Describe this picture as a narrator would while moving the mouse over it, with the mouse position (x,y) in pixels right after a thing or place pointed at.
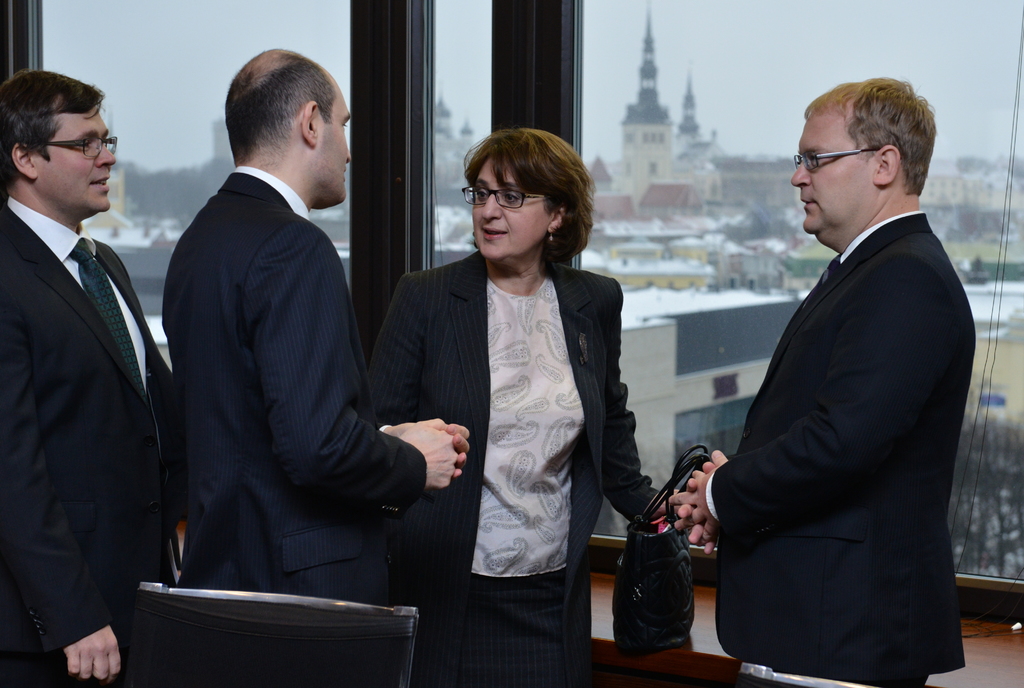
In this image we can see four people (514,446) standing in a room (320,507), a bag (631,617) on the table (694,657) and a woman (596,456) holding the bag (674,522) and there is a chair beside the person (814,301) and buildings (740,327) in the background (775,212).
